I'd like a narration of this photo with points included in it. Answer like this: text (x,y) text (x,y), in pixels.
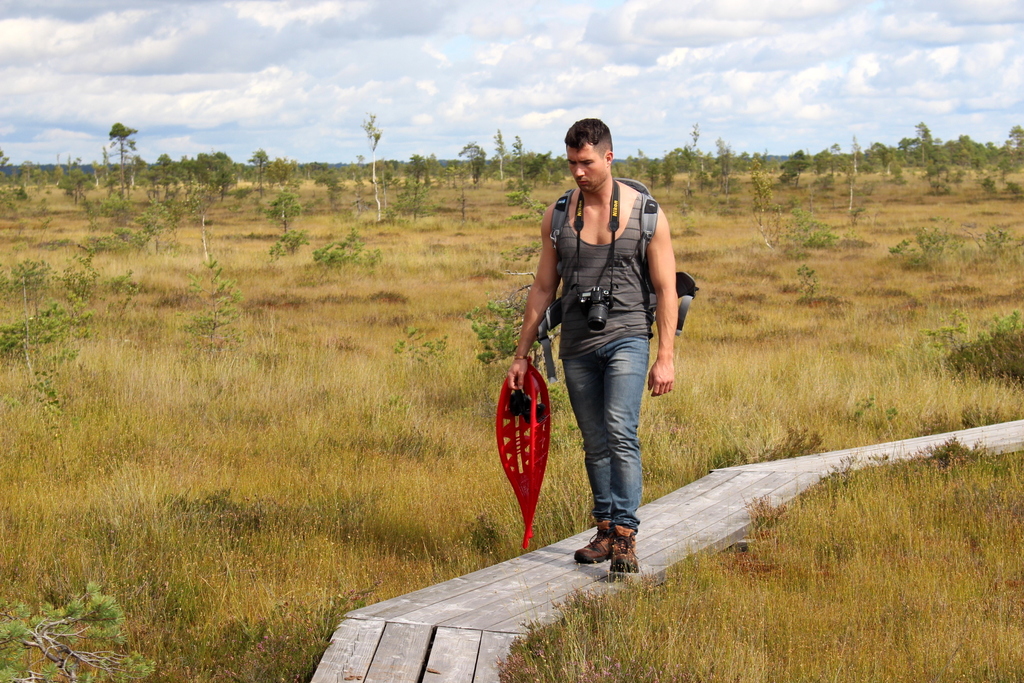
In this image we can see a person (596,477) holding an object (536,452) and wearing a backpack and a camera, there are some plants (206,324), grass (259,478) and trees (395,168), in the background (486,114) we can see the sky (486,114) with clouds (567,106).
